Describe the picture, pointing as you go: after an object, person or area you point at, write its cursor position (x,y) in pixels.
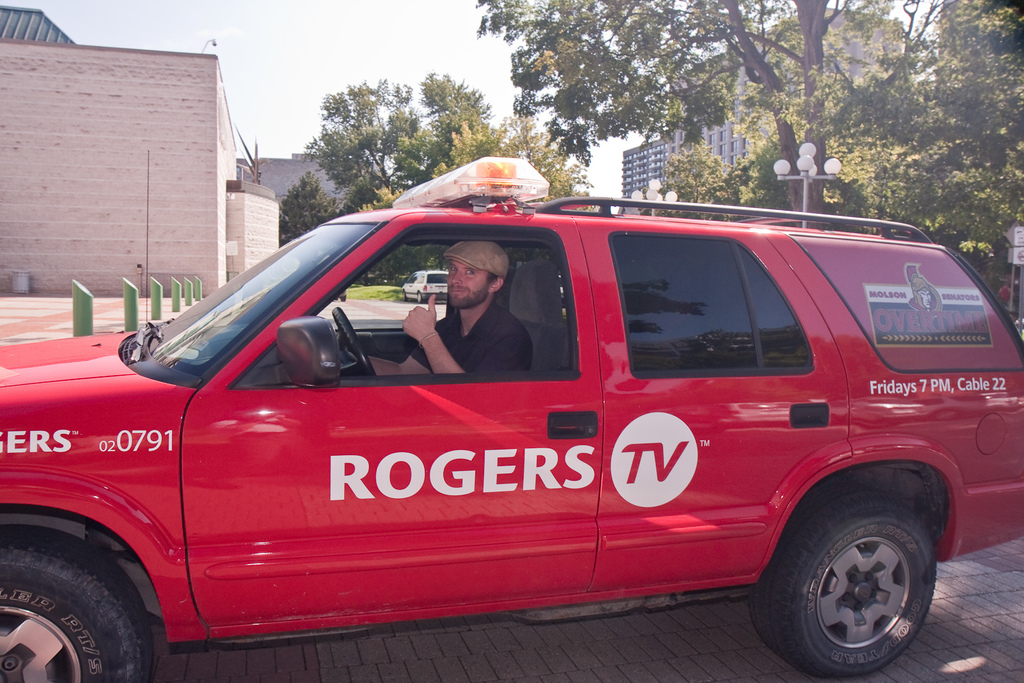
At the top (246,28) we can see sky (308,45). We can see buildings (668,141) and house (85,192). these are trees (791,167). These are lights (781,172). Here we can see one man (461,313) inside a car (811,419) and showing his thumb finger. He wore a cap (474,262).
